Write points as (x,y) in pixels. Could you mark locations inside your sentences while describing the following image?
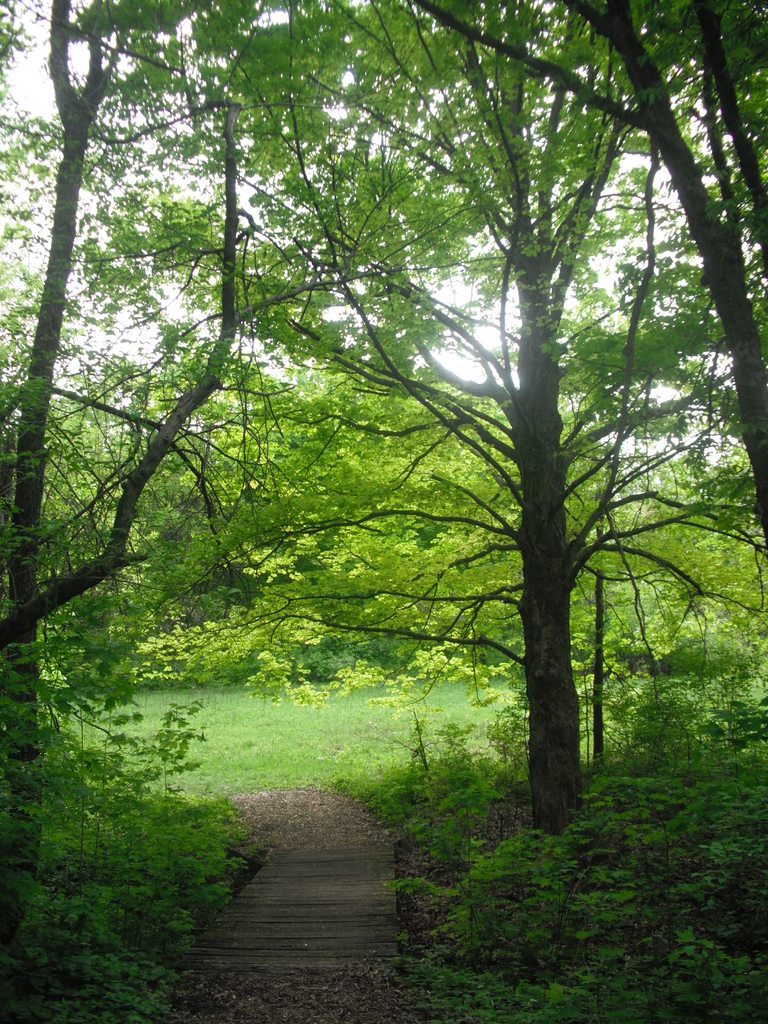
In this picture we can see a wooden path (330,865), grass (291,773), plants (620,839), trees (597,701) and the sky (186,197).
